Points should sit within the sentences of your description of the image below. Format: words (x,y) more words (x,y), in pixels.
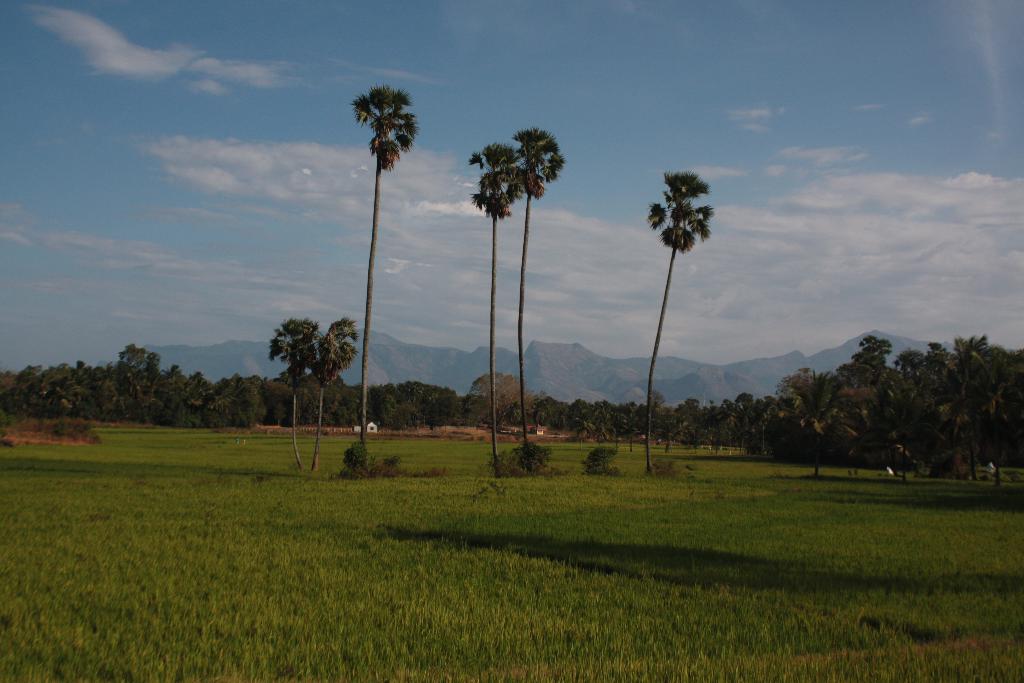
At the bottom of the image (401,566) there are crops (613,581). In the background of the image (284,414) there are trees (626,415), mountains (580,378), sky (452,274) and clouds (348,212).
